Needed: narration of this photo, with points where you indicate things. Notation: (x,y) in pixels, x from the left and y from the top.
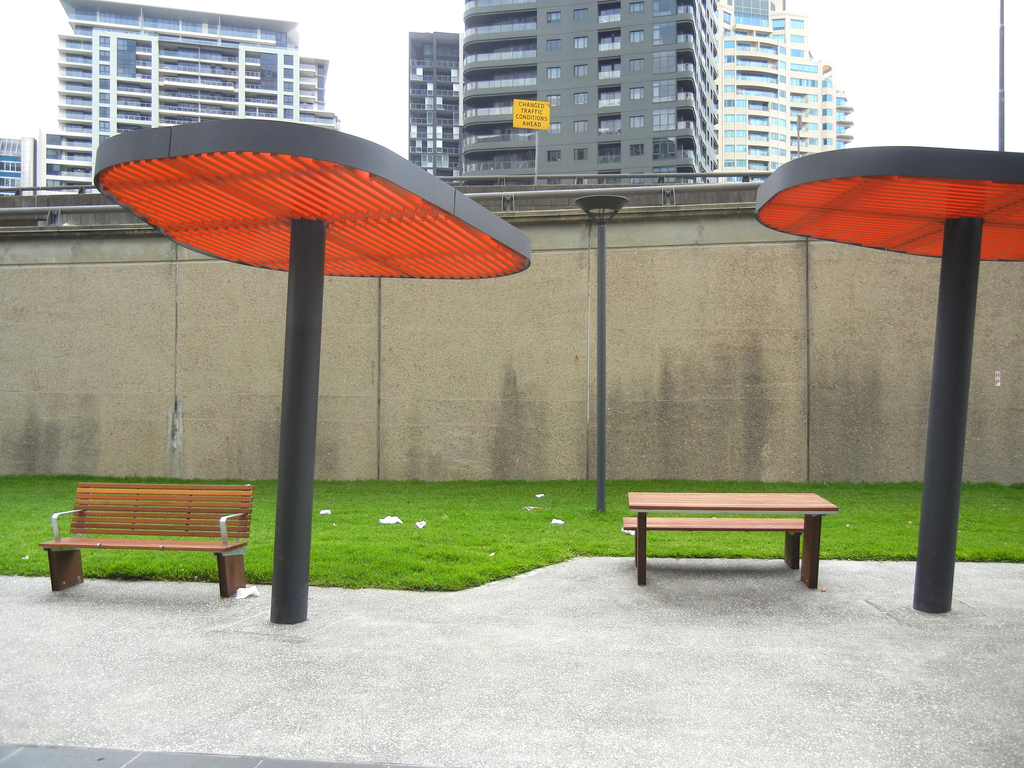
In this image I can see few poles (603,410), two benches (80,491), grass ground (471,516) and the wall (473,364). I can also see few white colour things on the ground (496,532). In the background (729,144) I can see number of buildings (560,114), a yellow colour board (532,110) and on it I can see something is written.
